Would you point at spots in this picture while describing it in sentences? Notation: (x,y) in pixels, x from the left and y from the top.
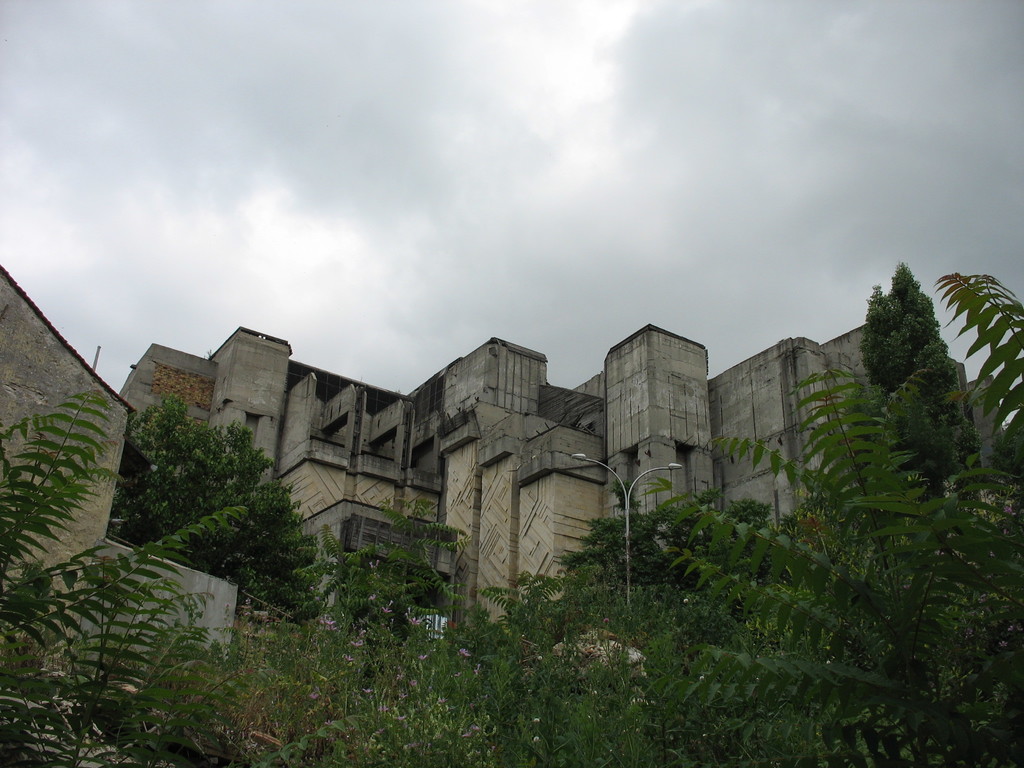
In the picture I can see trees (657,567), light poles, buildings (530,470) and the cloudy sky (494,274) in the background (364,198).
